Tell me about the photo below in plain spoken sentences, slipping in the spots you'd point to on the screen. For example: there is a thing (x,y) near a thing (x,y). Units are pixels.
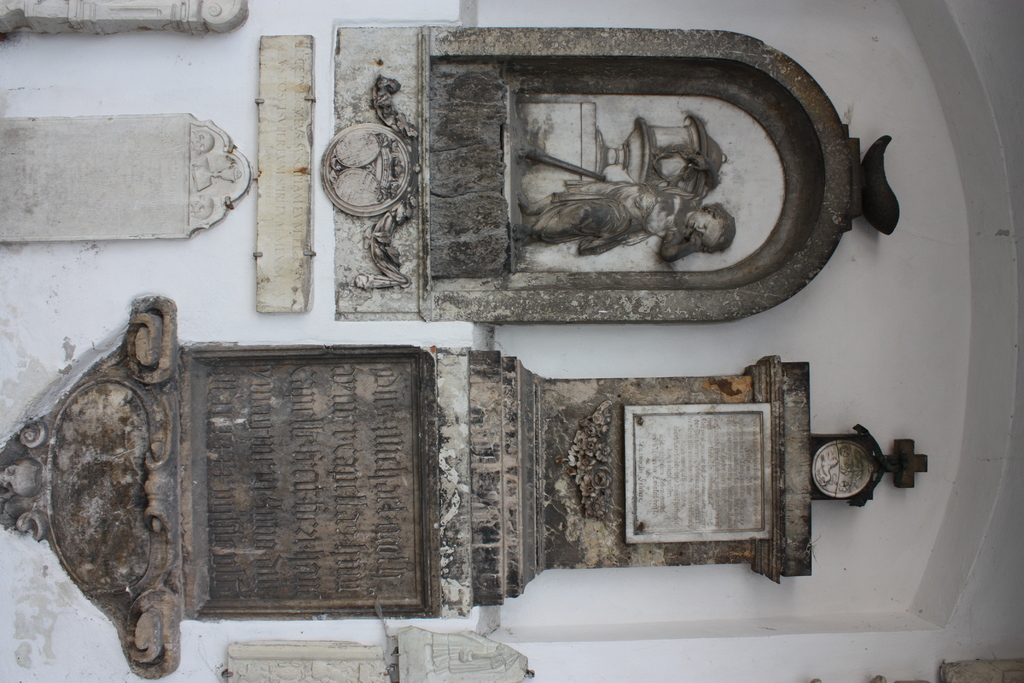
In this image, we can see a sculpture (739,168) and name stone (711,446) on the wall (865,290).
